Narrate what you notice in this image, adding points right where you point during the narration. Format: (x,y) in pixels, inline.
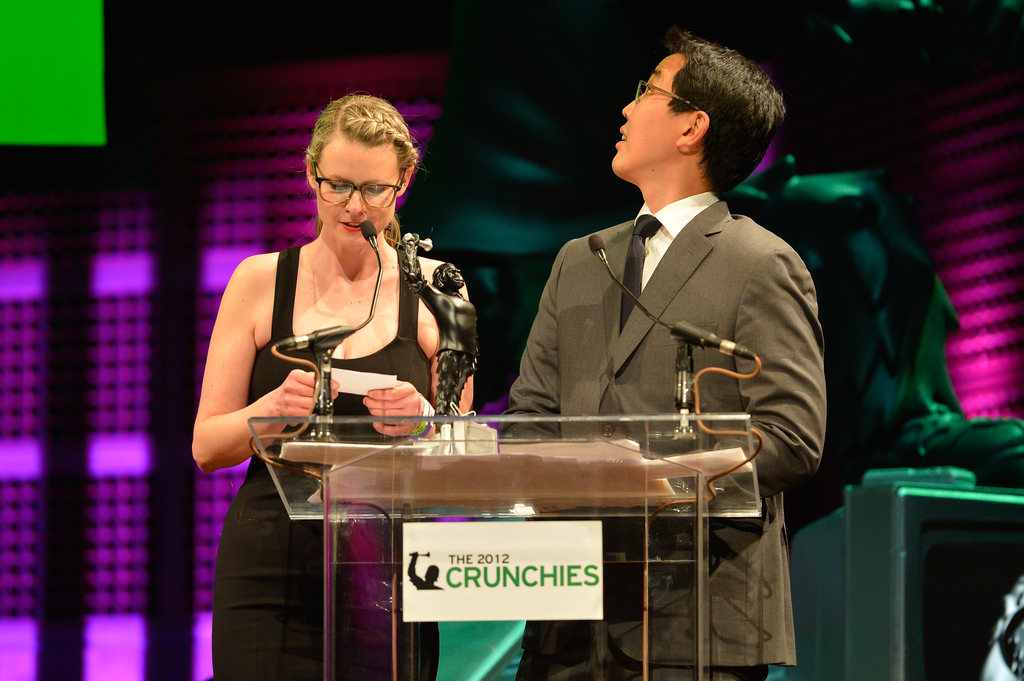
In this image I can see a woman (272,425) wearing black dress (283,441) and a man (664,220) wearing white shirt (660,220), black tie (635,246) and blazer (702,293) are standing behind the podium (552,488) and I can see few microphones (369,238) and a black colored award (468,353) on the podium (430,418). In the background (174,282) I can see pink, green and black colored objects (154,255).
